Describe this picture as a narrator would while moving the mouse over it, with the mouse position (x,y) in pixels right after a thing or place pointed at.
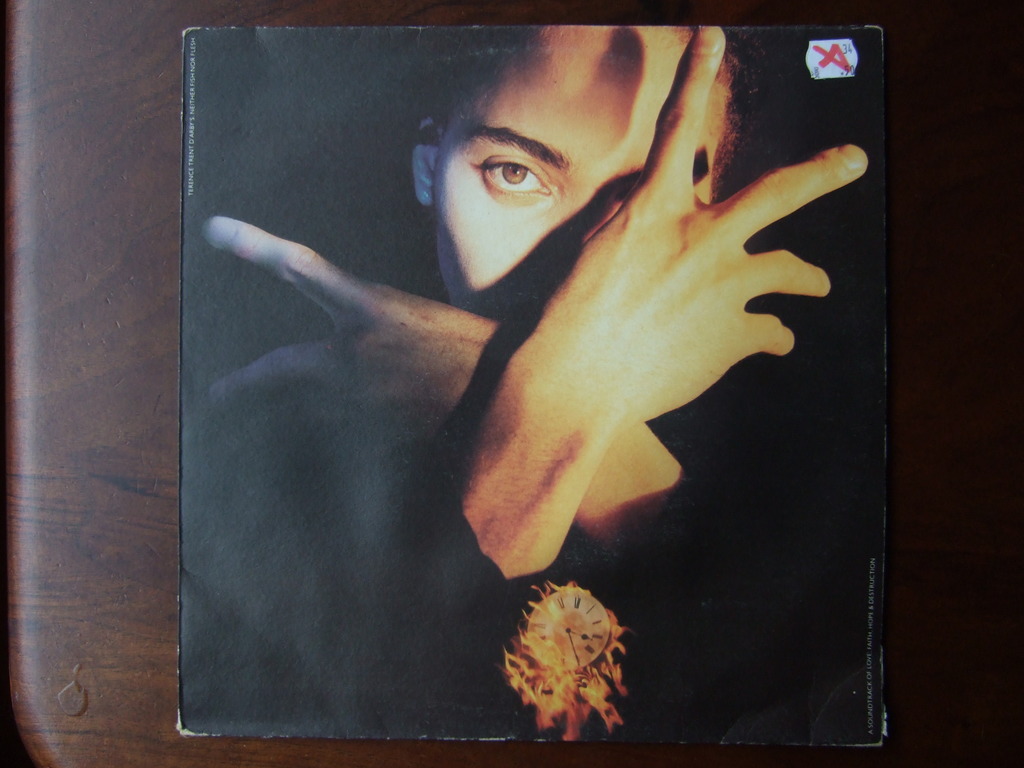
In this image I can see the person's picture (545,274) on the cover (552,251) of the album (439,500). It is on the brown color surface (78,342).
